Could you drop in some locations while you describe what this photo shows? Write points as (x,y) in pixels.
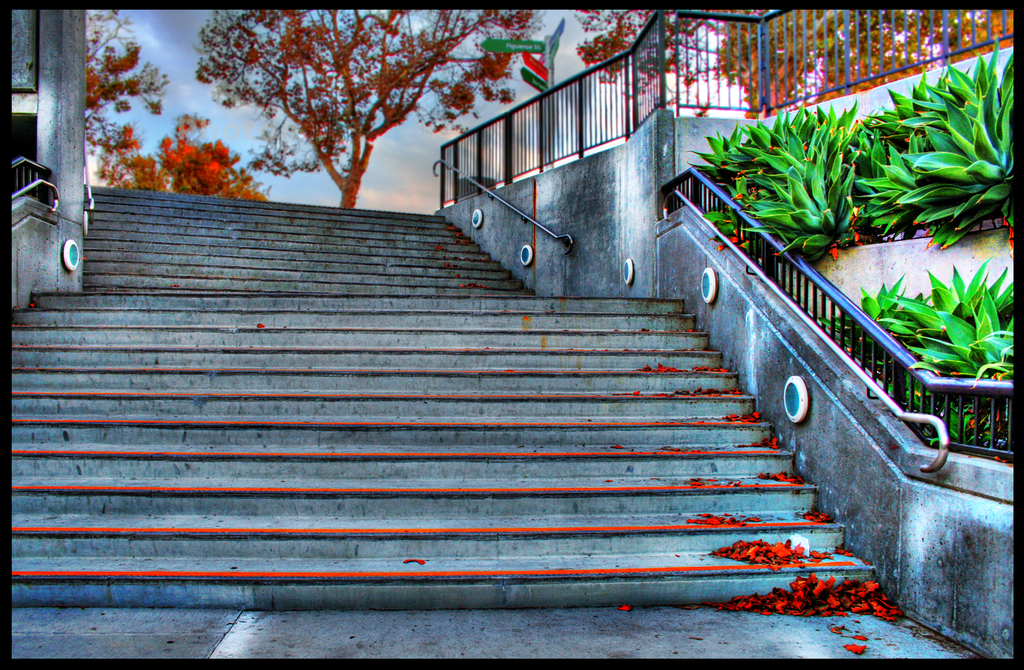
In this image there are steps (328,401) in the middle (356,281). On the right side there are railings (479,189). At the bottom (816,601) there are few leaves (795,611) on the steps (804,574). On the right side (813,142) top there are plants (851,236). At the top (317,86) there are trees (418,75).
